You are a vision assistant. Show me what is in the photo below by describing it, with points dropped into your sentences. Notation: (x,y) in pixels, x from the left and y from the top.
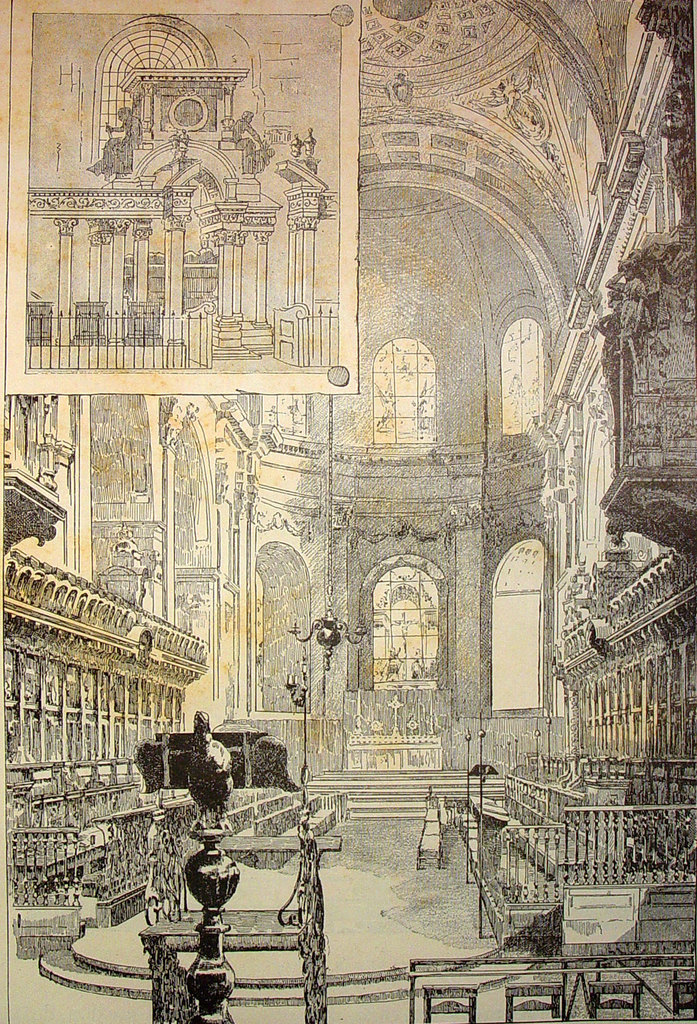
It is a drawing of church (355,658) there are two images, the first image consists of many pillars (66,265) and some other constructions (193,165) and the second image has a clear view of inside a church (45,675).
